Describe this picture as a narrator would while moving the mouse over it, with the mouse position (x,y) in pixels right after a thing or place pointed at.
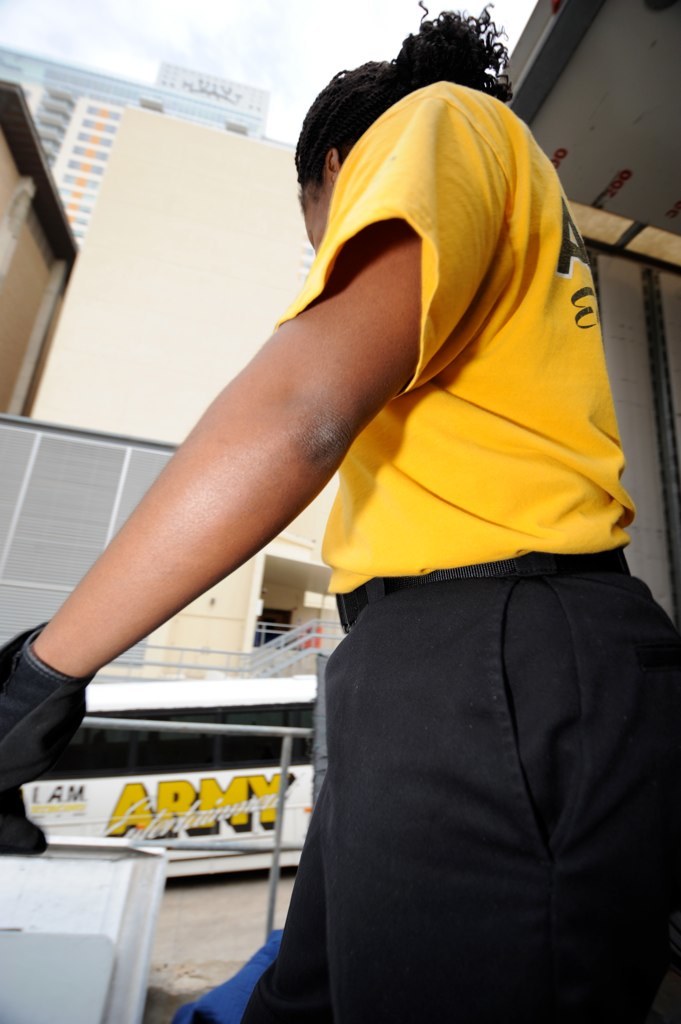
In this image there is a person (564,520), a fence (250,732), a vehicle (236,766) on the road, few buildings (207,191) and the sky (310,90).
